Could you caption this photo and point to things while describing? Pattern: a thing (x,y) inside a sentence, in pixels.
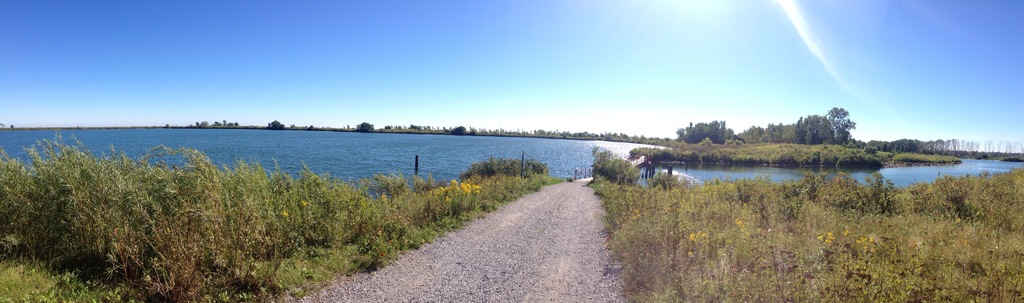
In this picture we can see a few plants (238,248) on both sides of the path (575,211). There are some flowers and grass (830,299) is visible on the ground (846,269). We can see a few poles (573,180) on the path (560,190). There is the water (573,156) on both sides of the path (587,187). We can see a few bushes (745,153) and trees (849,125) in the background (366,131). Sky (396,30) is blue in color.
